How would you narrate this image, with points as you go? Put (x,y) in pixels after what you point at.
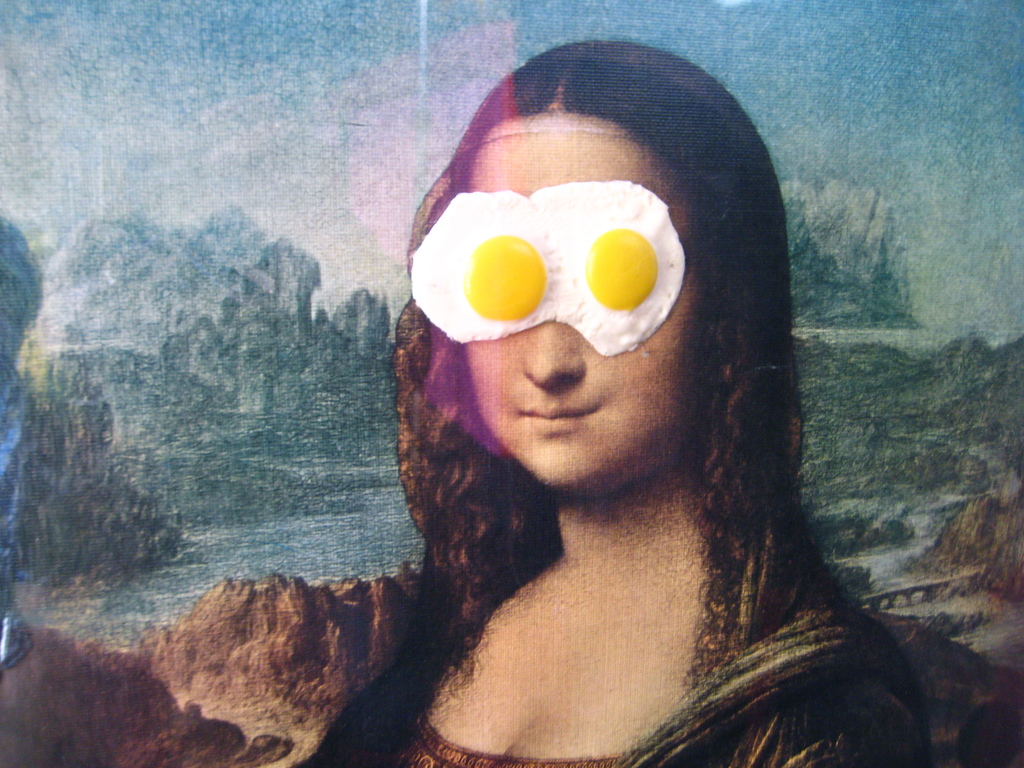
In this picture I can observe a painting (481,614) of Mona Lisa (597,371). There are two half boiled eggs (495,286) on the face (550,227) of the painting (407,212). In the background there are hills (239,599) and a sky (178,149).
